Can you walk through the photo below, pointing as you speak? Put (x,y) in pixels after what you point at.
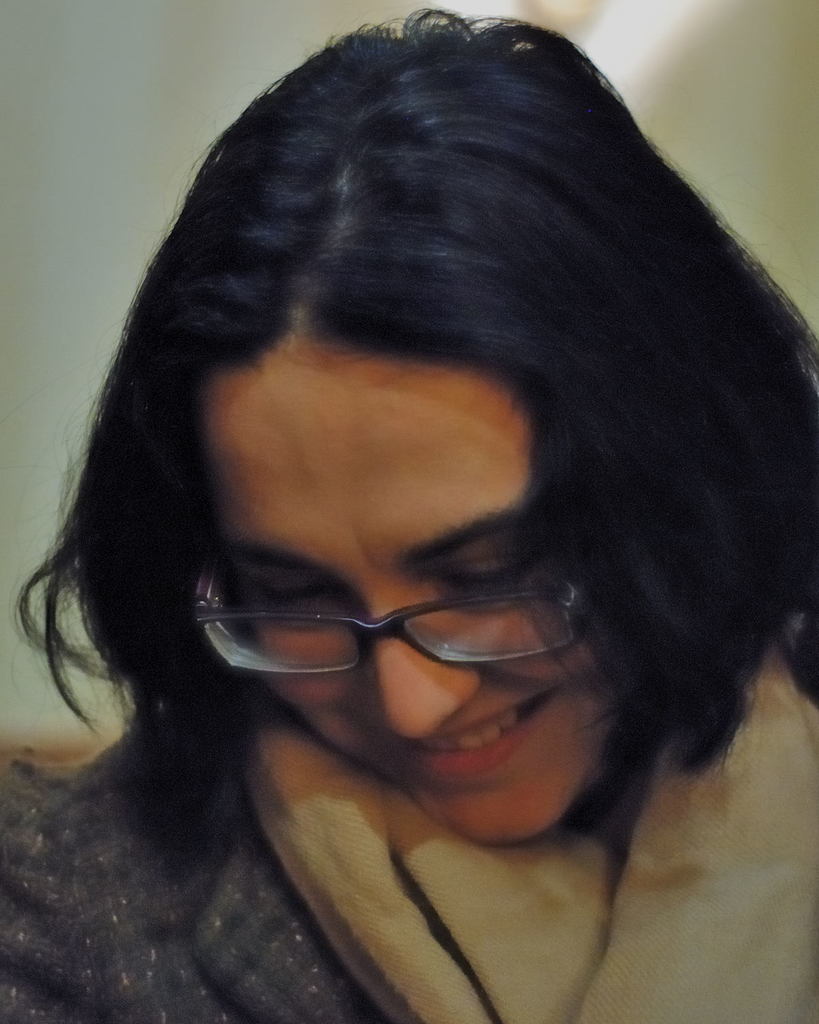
In the foreground of this image (422,987), there is a woman (285,907) wearing a grey jacket (306,957) and a scarf (633,917) around her neck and having smile (474,742) on her face (491,704) and the background (131,90) image is blurred.
